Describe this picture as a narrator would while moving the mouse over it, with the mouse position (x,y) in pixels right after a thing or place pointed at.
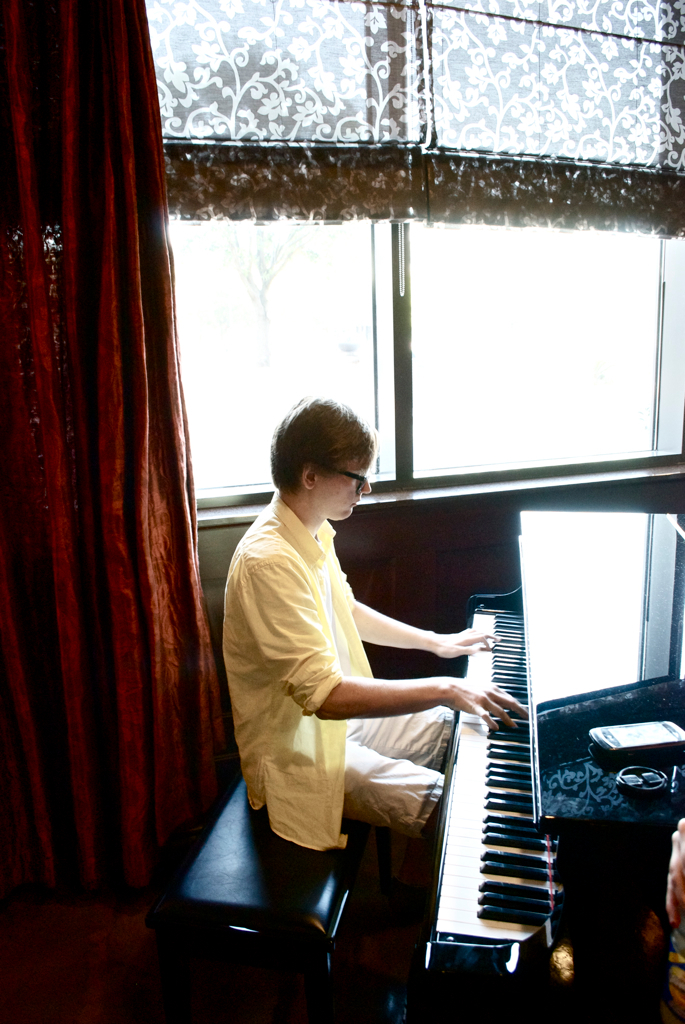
In this image there is a person (272,723) sitting on a chair (258,865) and playing a grand piano (459,749), there is a mobile (626,728) and an object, window (550,299), curtains (142,344).
